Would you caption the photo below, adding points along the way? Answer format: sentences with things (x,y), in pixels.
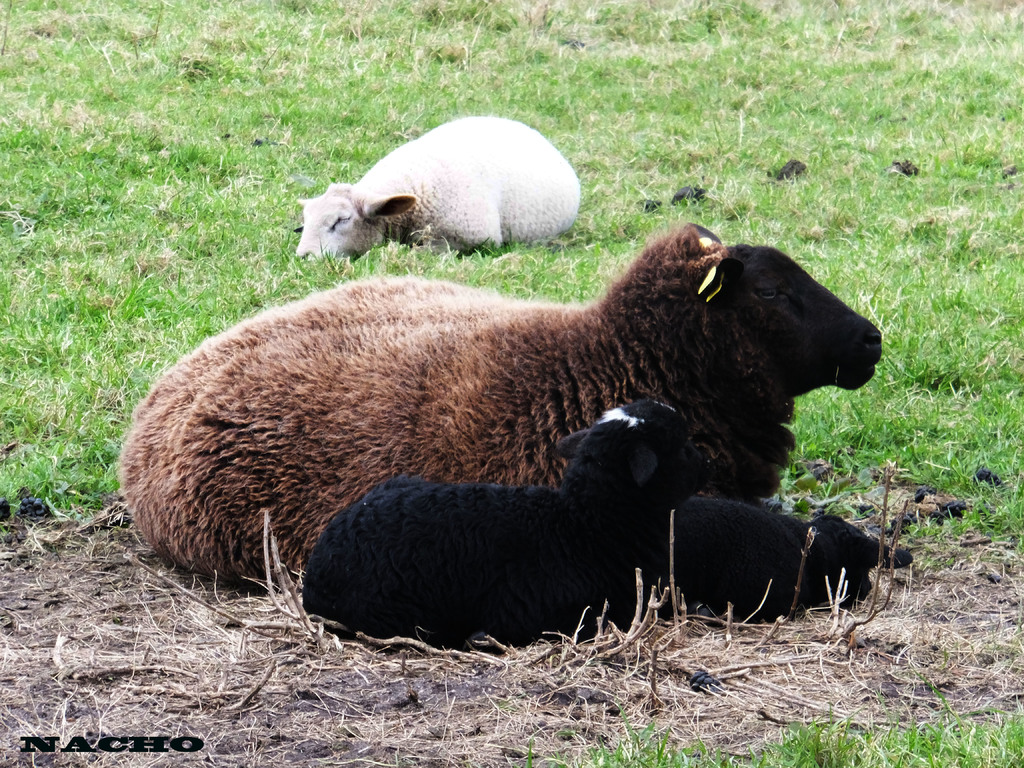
There are two sheep (525,371) and beside the second sheep (509,481) there are two baby sheep (679,537), these are laying on the grass (564,83).
